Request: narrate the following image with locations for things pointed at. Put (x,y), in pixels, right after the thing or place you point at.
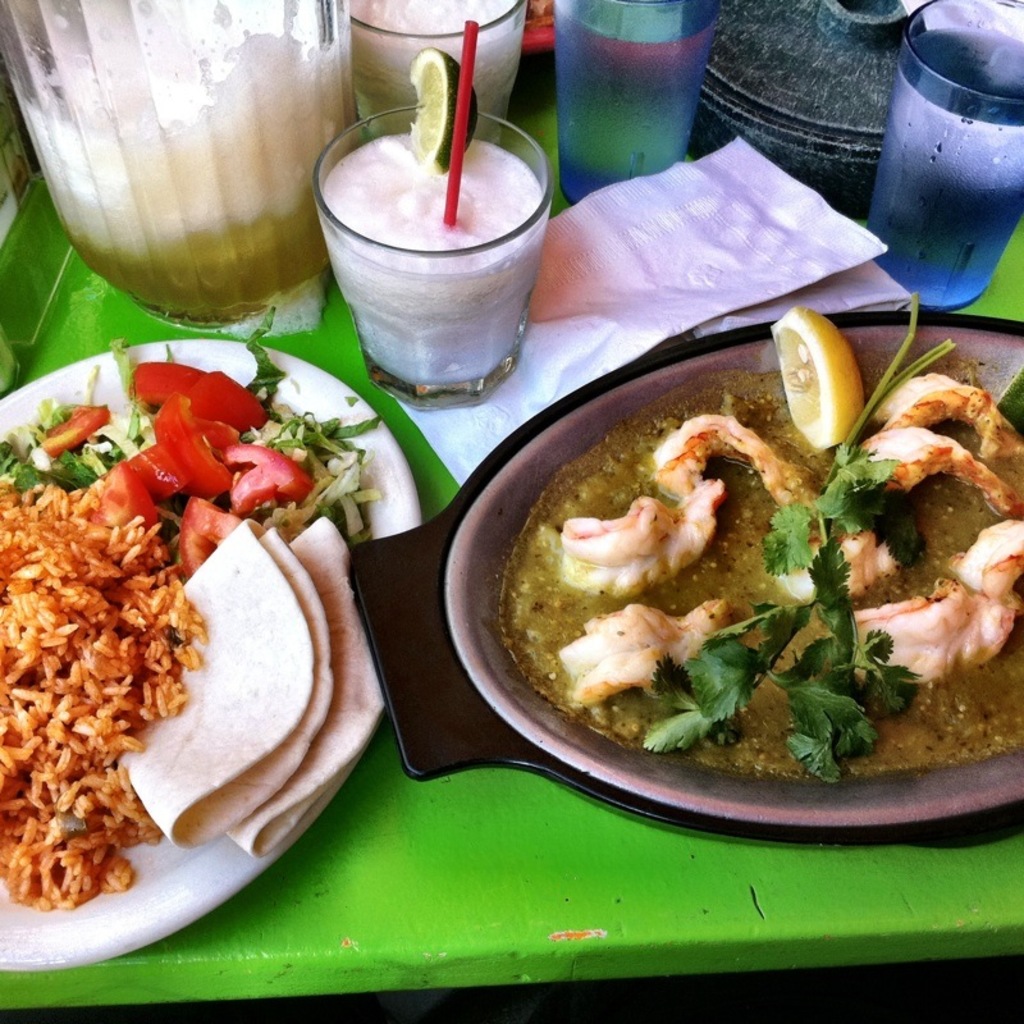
In this image at the bottom (405,880) there is one table (900,893), on the table (938,873) there are some plates (321,641), glasses (387,63) and some papers (522,360). In the plates (289,601) there are some food items (350,601), and in the glasses (997,112) there is some drink (493,338).
